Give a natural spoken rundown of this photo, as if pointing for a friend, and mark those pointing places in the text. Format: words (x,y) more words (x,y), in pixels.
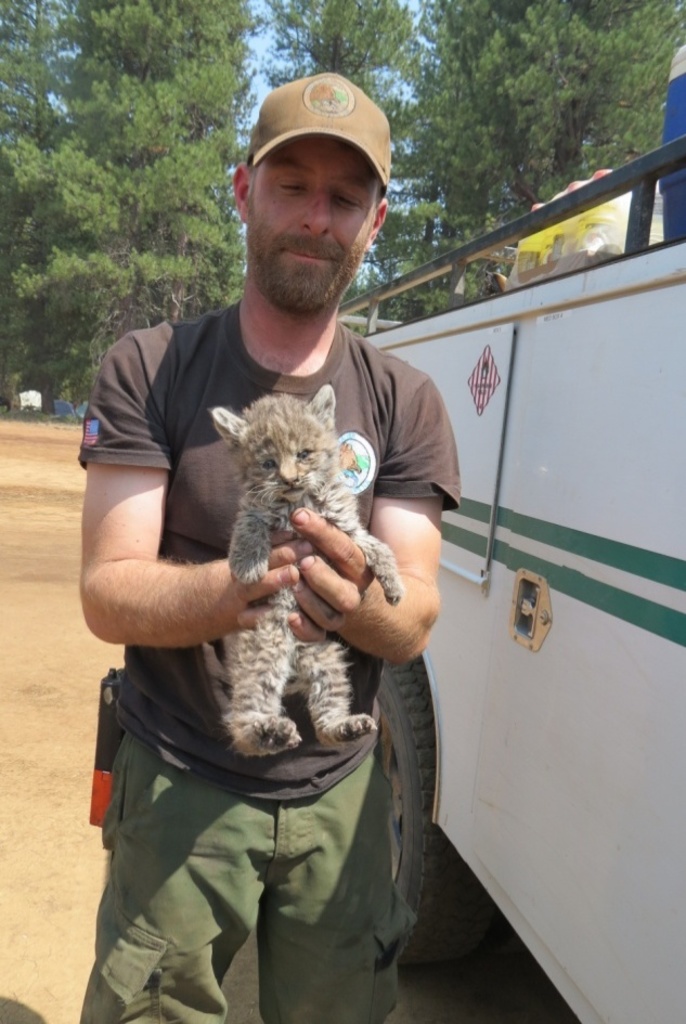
The image consists of a man (314,319) standing in the center (315,563) holding a cat (314,488) in his hand (331,526) wearing a hat (315,109). At the right side (550,621) there is a vehicle (575,611) white and green in colour. In the background (408,123) there are some trees (306,52).
